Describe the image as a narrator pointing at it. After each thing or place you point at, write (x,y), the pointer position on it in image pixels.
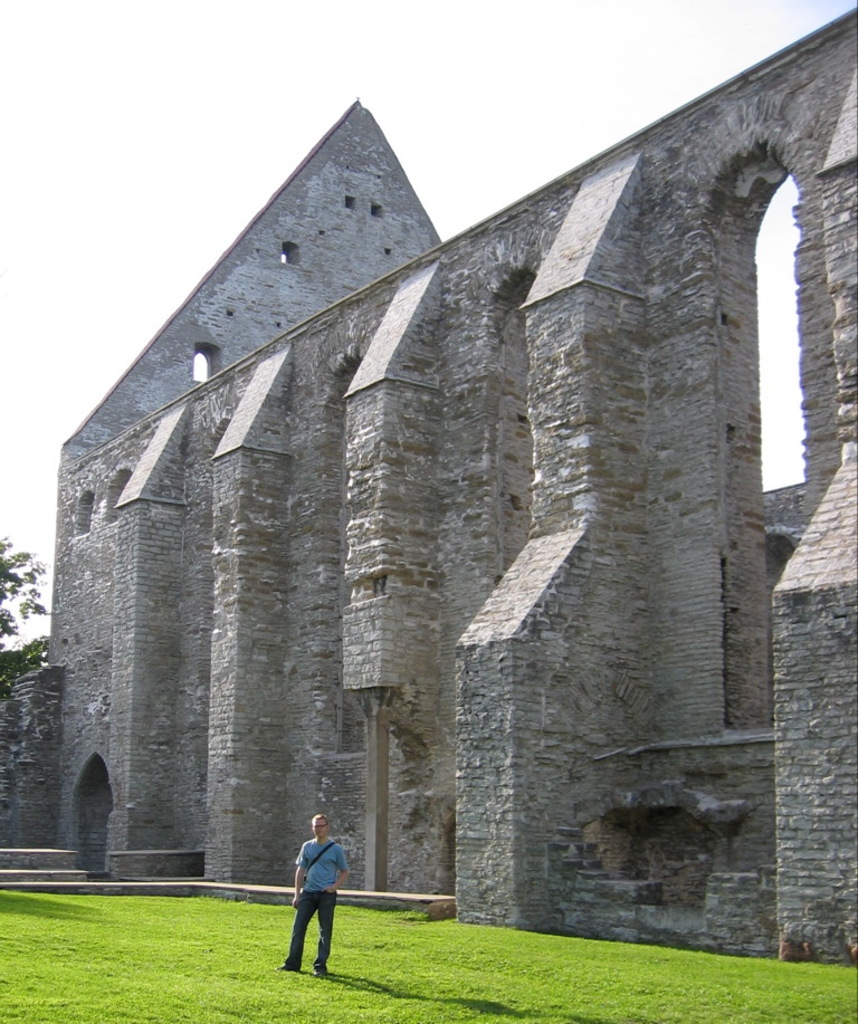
Land (101,984) is covered with grass (278,991). Above the grass (315,982) a person (319,848) is standing. Background (138,622) portion of the image we can see a fort (426,405), tree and sky (306,84).
